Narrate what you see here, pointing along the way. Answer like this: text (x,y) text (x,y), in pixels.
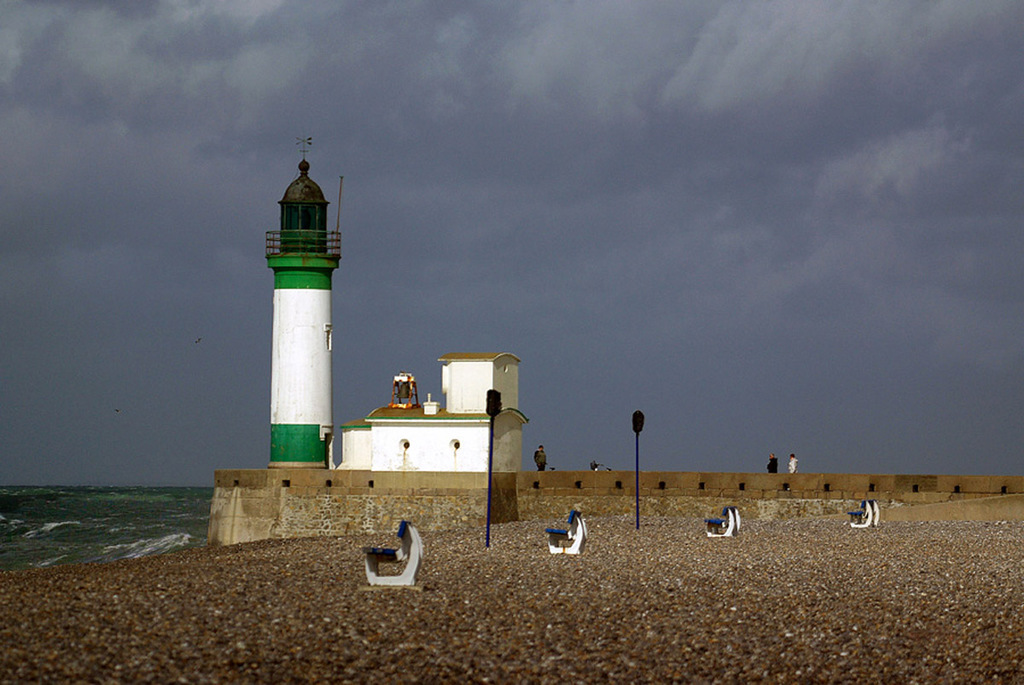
In this image we can see there is a lighthouse (310,387) on the ground (558,601). And there are people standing beside the lighthouse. And there are benches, poles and wall (783,490). In front of the lighthouse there is water (112,496) and the sky (140,141).
